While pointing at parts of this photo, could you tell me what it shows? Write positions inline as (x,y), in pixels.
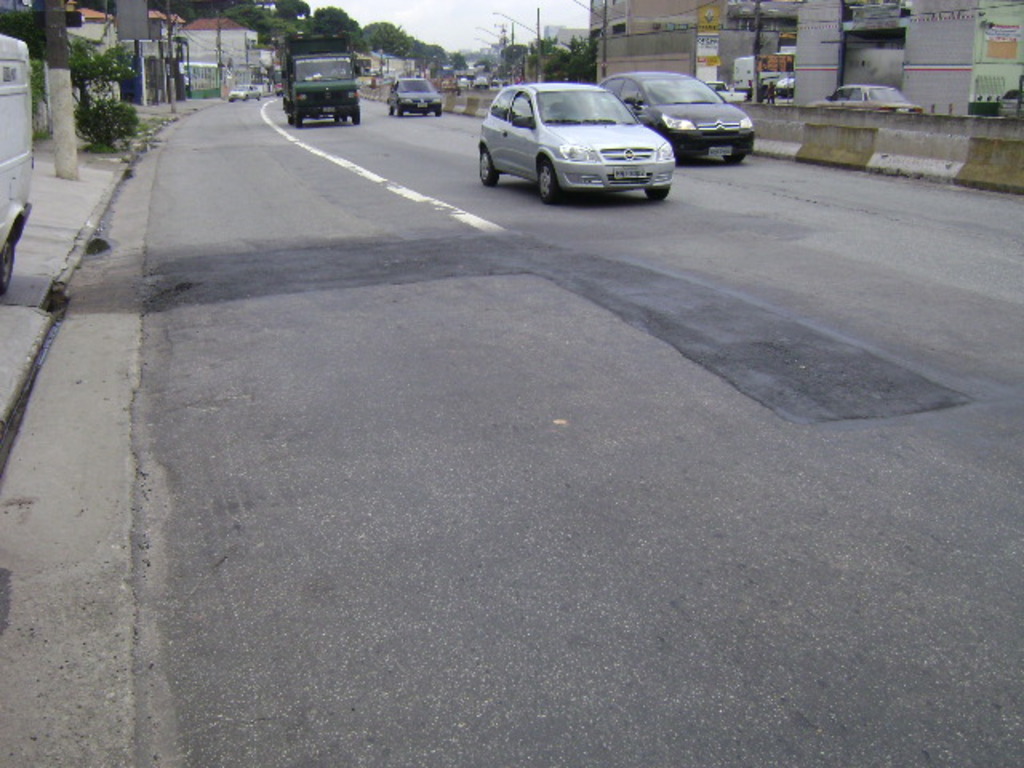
On the left side (27,216), there is a vehicle (6,233), a tree (72,58) and a plant (114,117) on a footpath (136,138). On the right side (685,82), there are vehicles (867,93) on the road (408,211) and there is a fence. In the background (456,47), there are buildings (680,44), trees (108,2), poles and there are clouds (556,9) in the sky (455,13).
